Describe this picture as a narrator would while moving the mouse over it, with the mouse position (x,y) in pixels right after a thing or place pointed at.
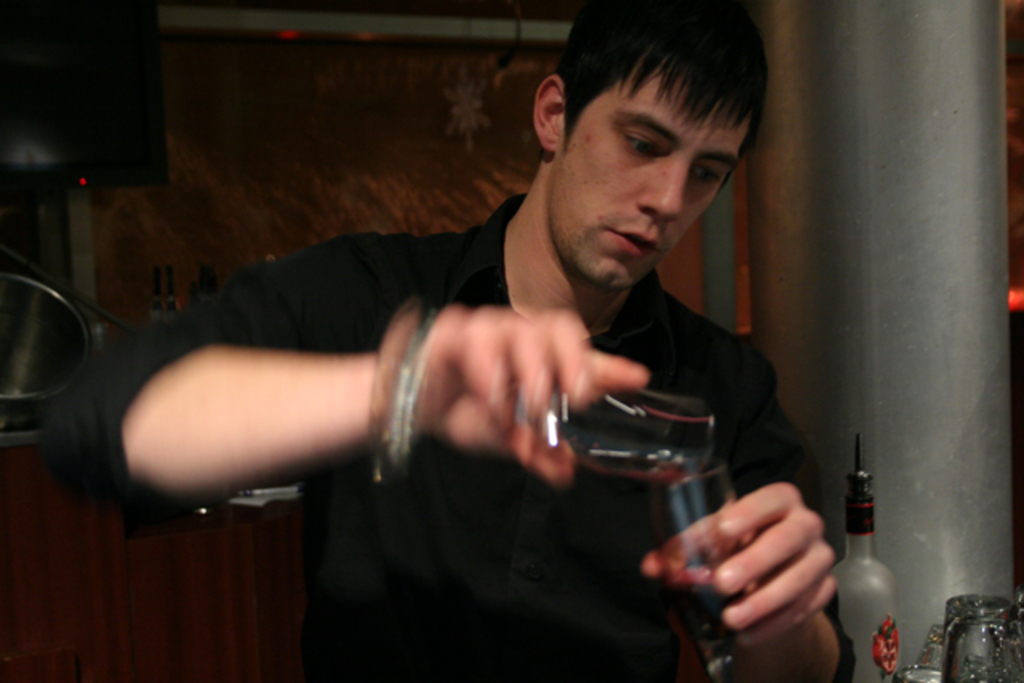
A man (676,183) is standing and mixing the wine (706,559) with his hands (751,552), he wore a black color shirt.
